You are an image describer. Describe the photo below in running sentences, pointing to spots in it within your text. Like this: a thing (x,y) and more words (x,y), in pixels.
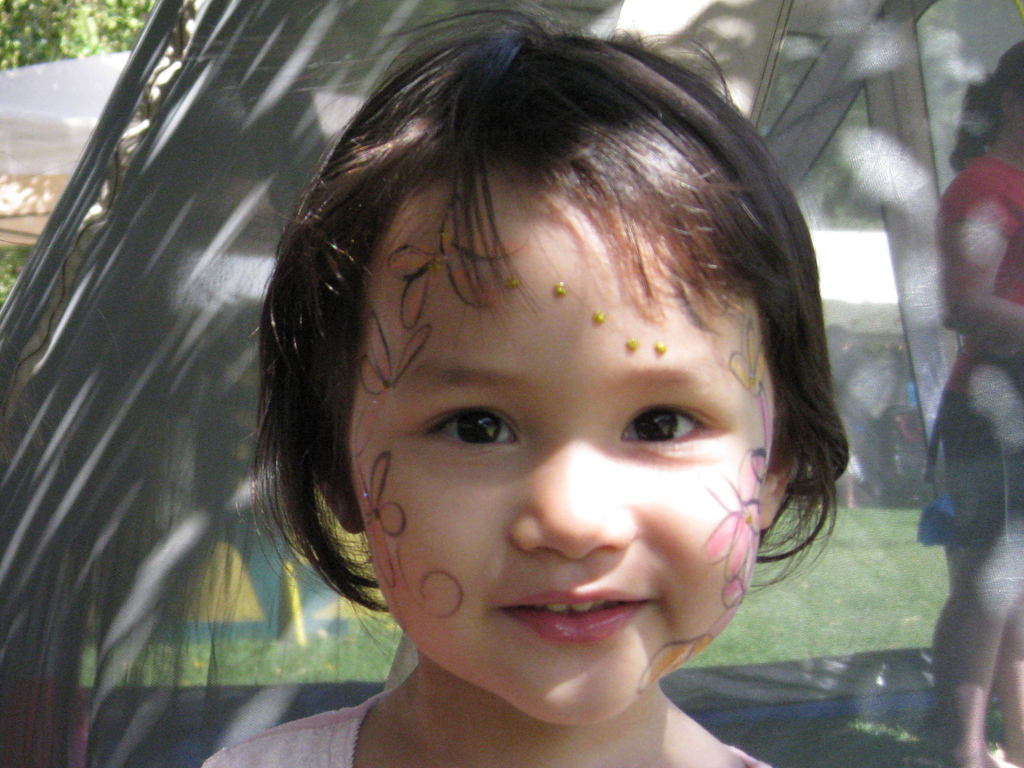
In this image we can see a child (609,583). On the backside (986,507) we can see a girl (975,515) standing inside a tent (876,572). We can also see some grass (798,600) and trees (73,14).
